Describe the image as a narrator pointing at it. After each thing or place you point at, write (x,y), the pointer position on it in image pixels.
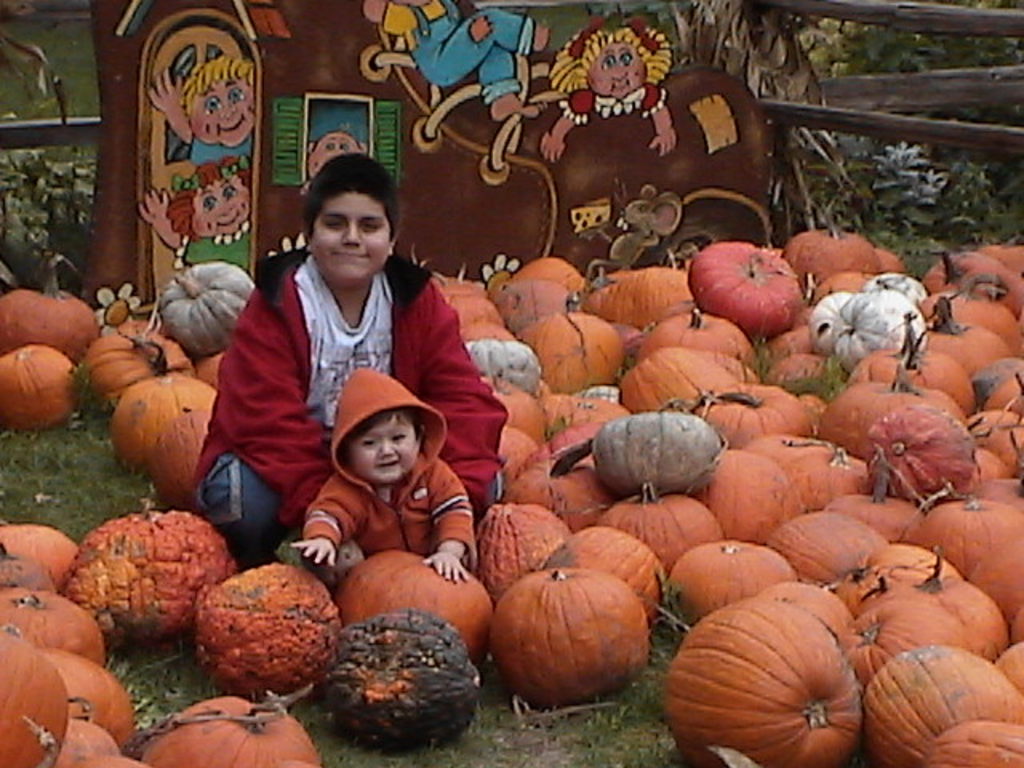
In this picture we can see a child (321,546), boy (305,382), pumpkins (122,377), grass (67,485), stickers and in the background (944,180) we can see plants (85,192).
